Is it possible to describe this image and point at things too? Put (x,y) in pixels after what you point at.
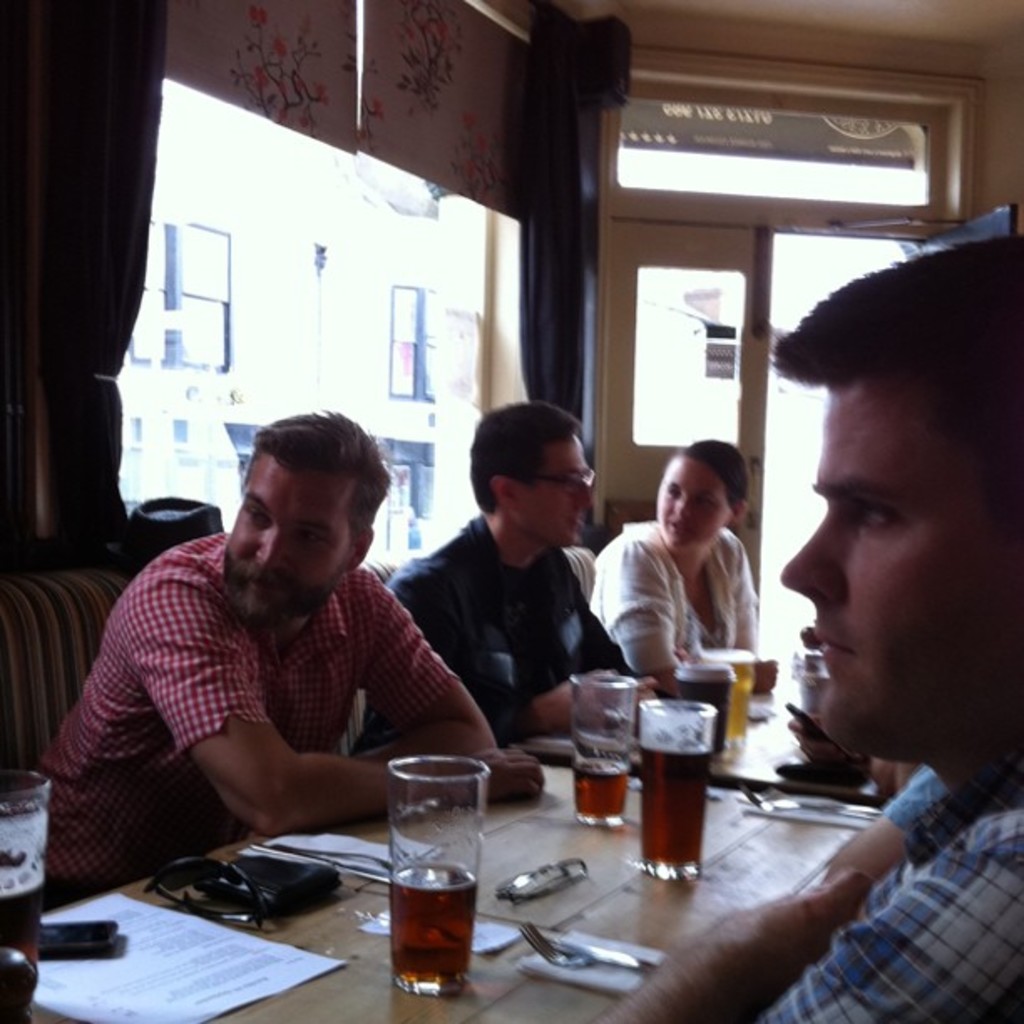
The picture is taken inside the room (654,823) in which at the right corner of the picture (963,903) the person (889,878) is sitting in a blue shirt (905,936) where glasses (402,964), forks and sunglasses (224,917), purse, papers (209,966), mobile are present and at the left (283,788) and center of the picture (513,435) there are three people (159,775) sitting on the sofa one person (169,712) is in pink colour shirt (290,690) and one person (442,641) is in black shirt (506,617) and one woman (652,614) is in white dress (655,598), behind them there is a big window (421,475) opened and curtains (50,270) are present and beside that there is a door (763,361).
